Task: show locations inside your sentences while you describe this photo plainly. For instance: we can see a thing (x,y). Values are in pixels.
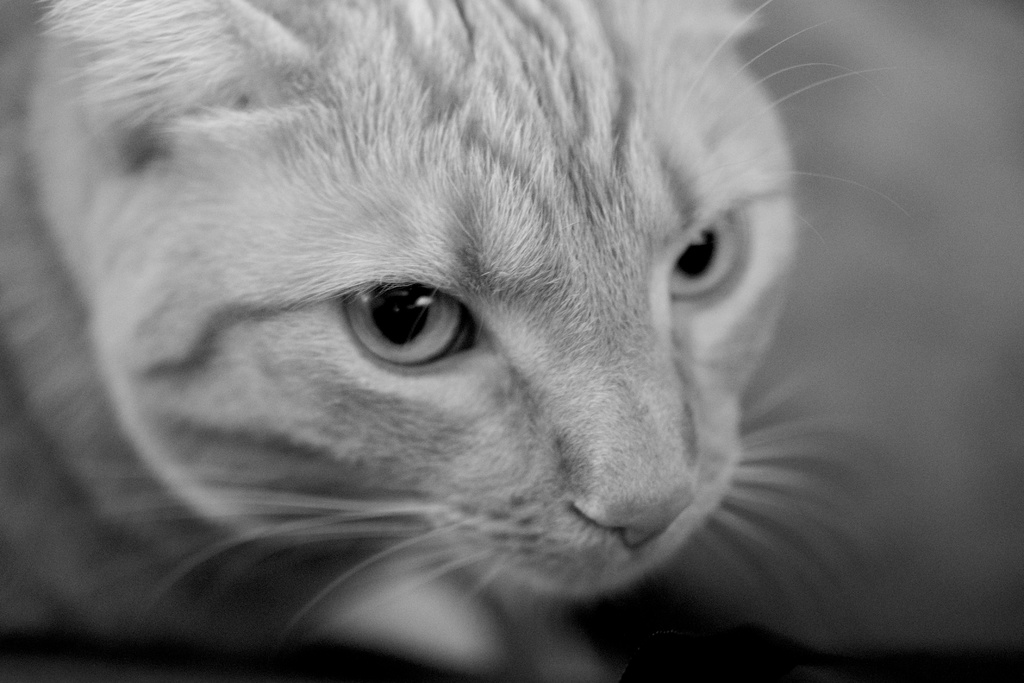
It is a black and white image and in this image we can see the cat (582,312).
